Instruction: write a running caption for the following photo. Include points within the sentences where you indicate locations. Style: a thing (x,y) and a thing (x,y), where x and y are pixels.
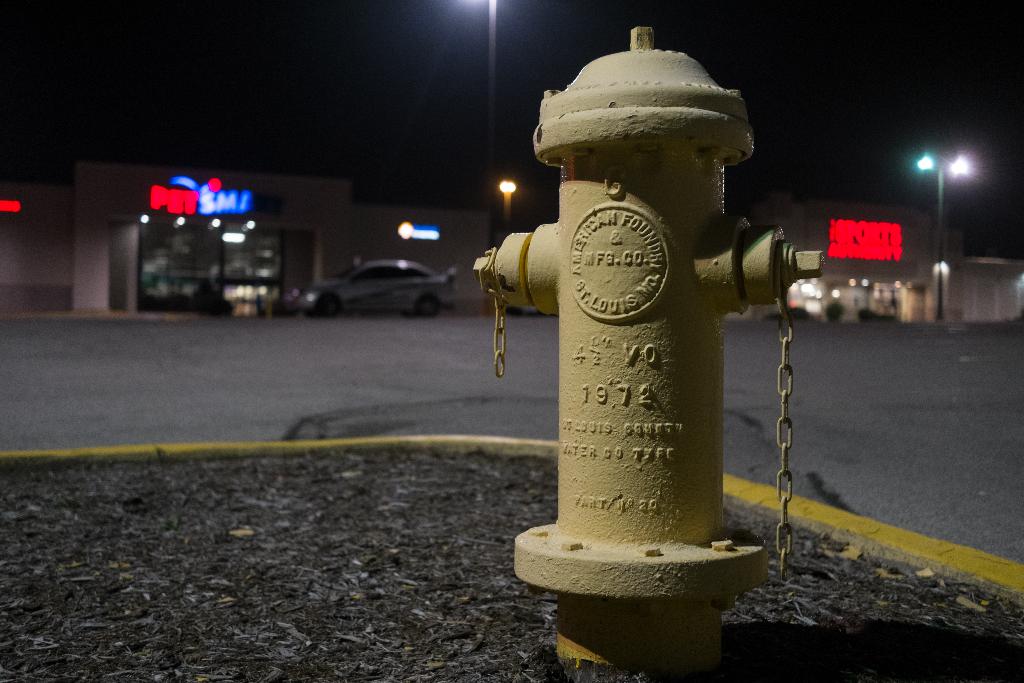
In the background (488,225) we can see stores (927,235), lights (940,226). We can see a car (439,291) near to a store (289,260). This is a hydrant (526,555).
